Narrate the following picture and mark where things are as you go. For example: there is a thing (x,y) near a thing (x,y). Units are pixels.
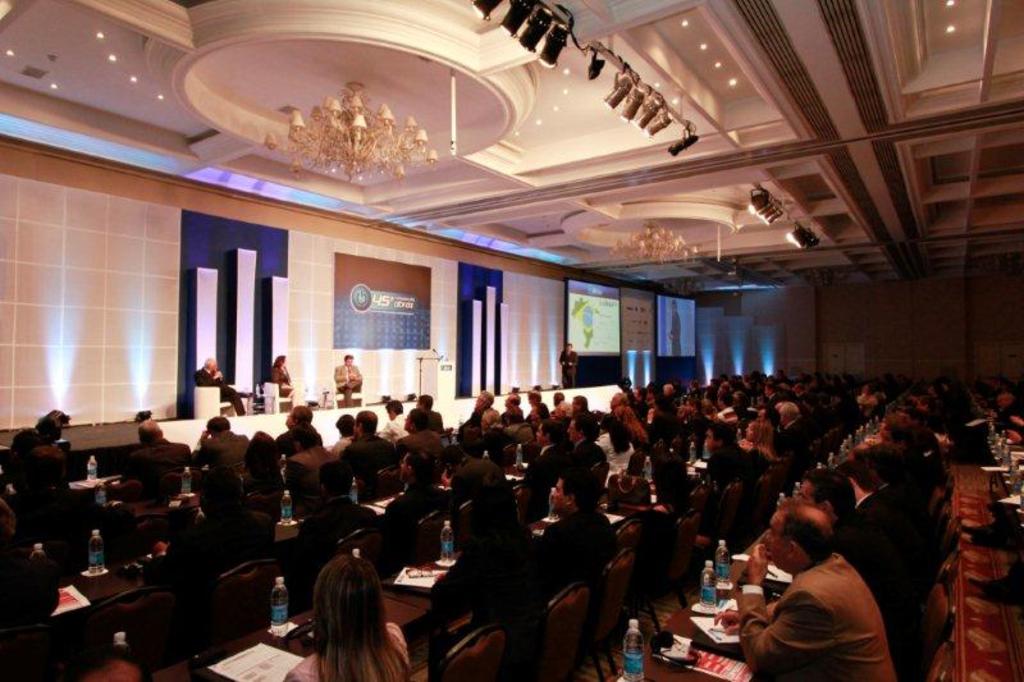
In this image few persons (411,489) are sitting on the chairs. Before them there are few tables (657,678). On it there are bottles (638,663) and papers (722,639). Three persons (199,382) are sitting on the stage (280,424). Middle of the image (565,350) there is a person (570,367) standing on the stage (572,388). Few lights (812,229) are attached to the roof (730,286). Two screens (613,321) and a banner (406,318) are attached to the wall (13,263).
